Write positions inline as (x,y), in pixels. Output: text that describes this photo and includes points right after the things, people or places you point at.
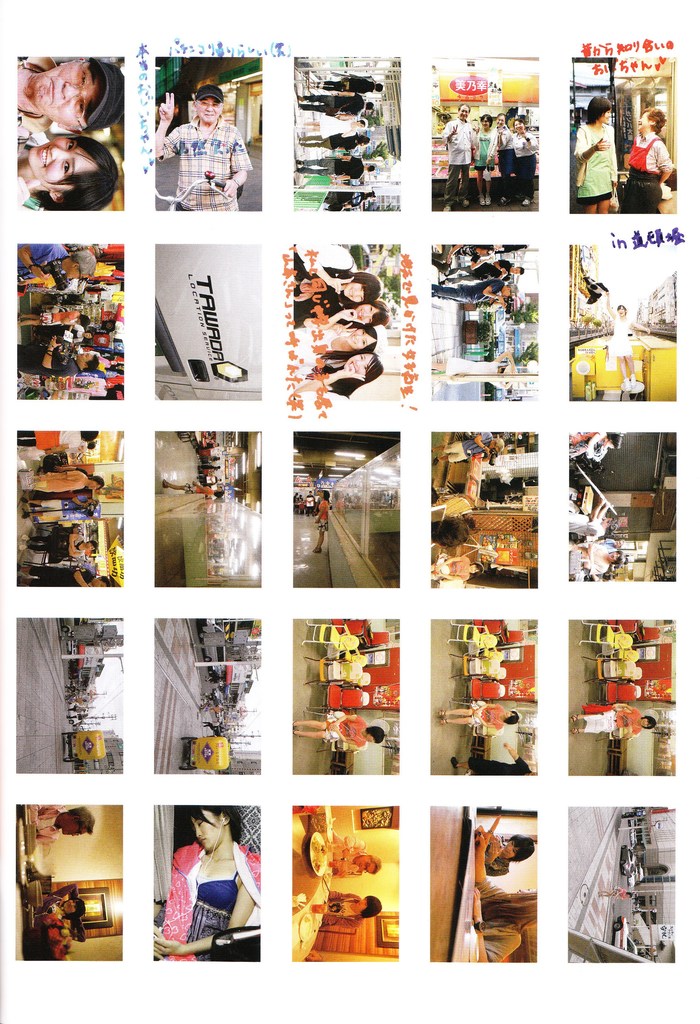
A collage picture. In these pictures we can see people (601,203), chairs (469,673), table (316,878) with plates (316,853), vehicles (620,936) are on the road (617,851) and picture (90,904) is on the wall (89,847).
